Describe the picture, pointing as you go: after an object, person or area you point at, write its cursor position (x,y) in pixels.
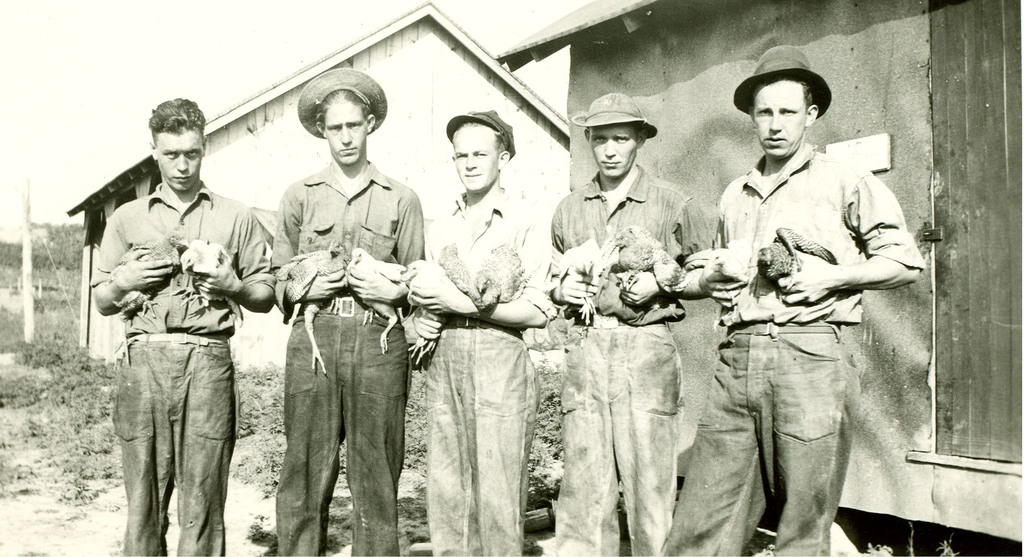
In this image I can see group of people (162,230) standing and holding few birds (311,306) in their hands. Background (424,100) I can see a house (335,68), trees (38,249) and the image is black and white.
